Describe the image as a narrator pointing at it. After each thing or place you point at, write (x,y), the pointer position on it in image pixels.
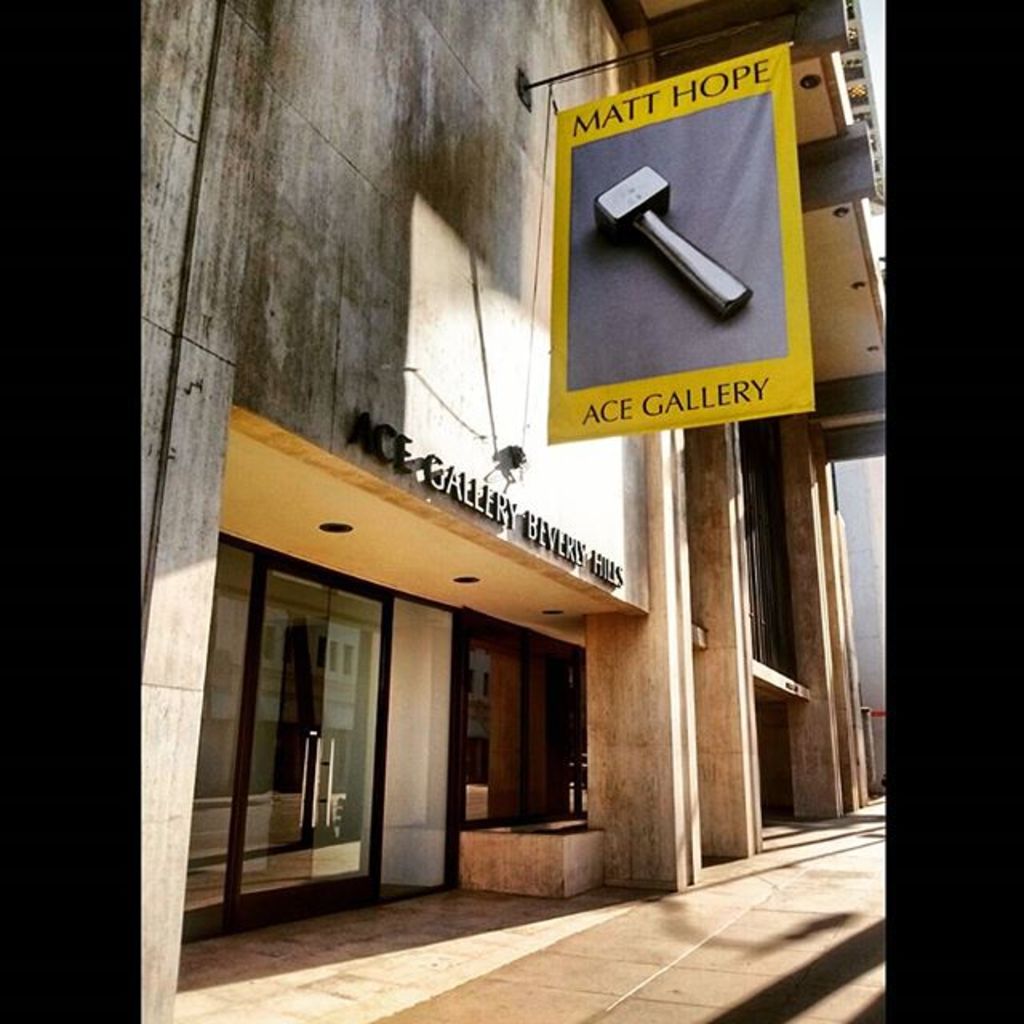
In this picture we can see a building (194,442) with a banner (608,320) over here, there is a walk way (561,1002), there is a door (347,804) with a handle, and there are some pillars (750,818) here.
